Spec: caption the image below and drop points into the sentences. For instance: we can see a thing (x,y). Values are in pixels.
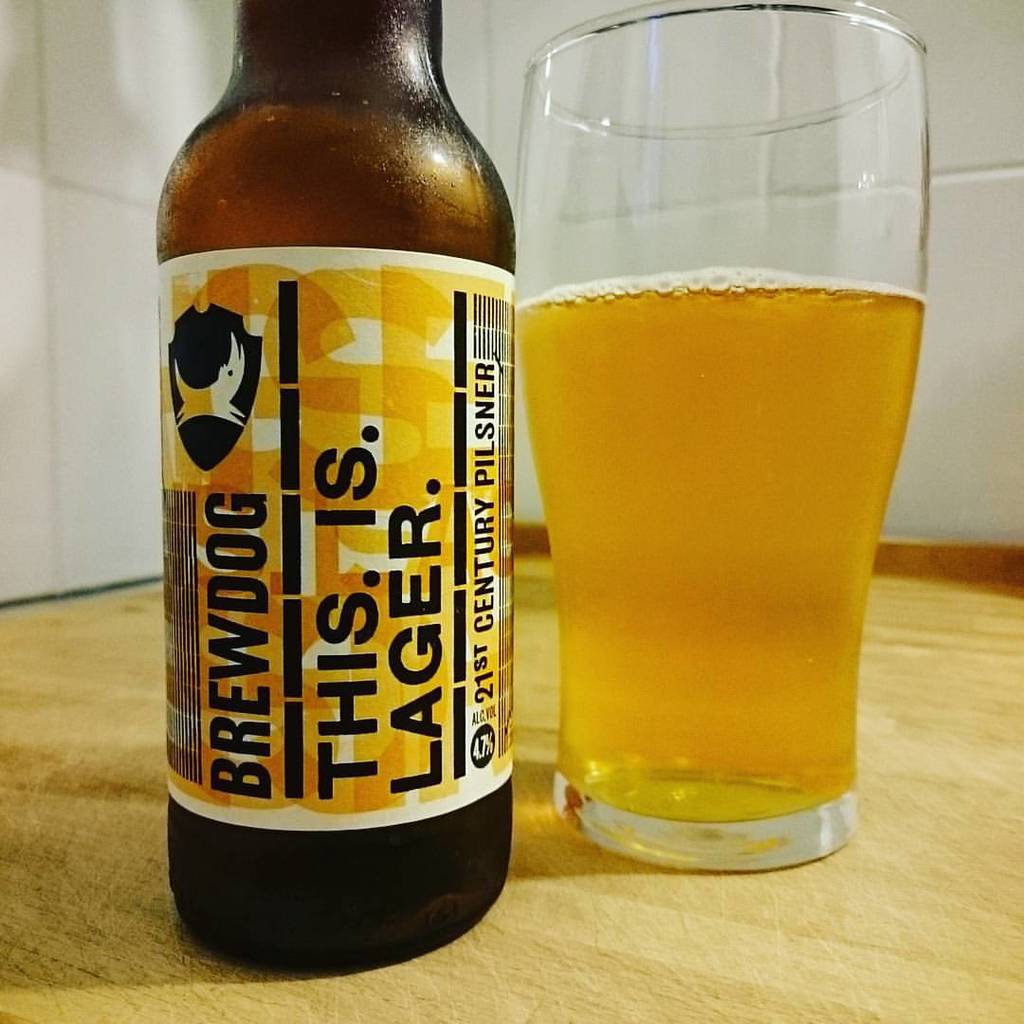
In this image we can see a bottle (334,468) with a label (283,450) on it and a glass (707,579) with drink (783,406) placed on the table (778,881).
